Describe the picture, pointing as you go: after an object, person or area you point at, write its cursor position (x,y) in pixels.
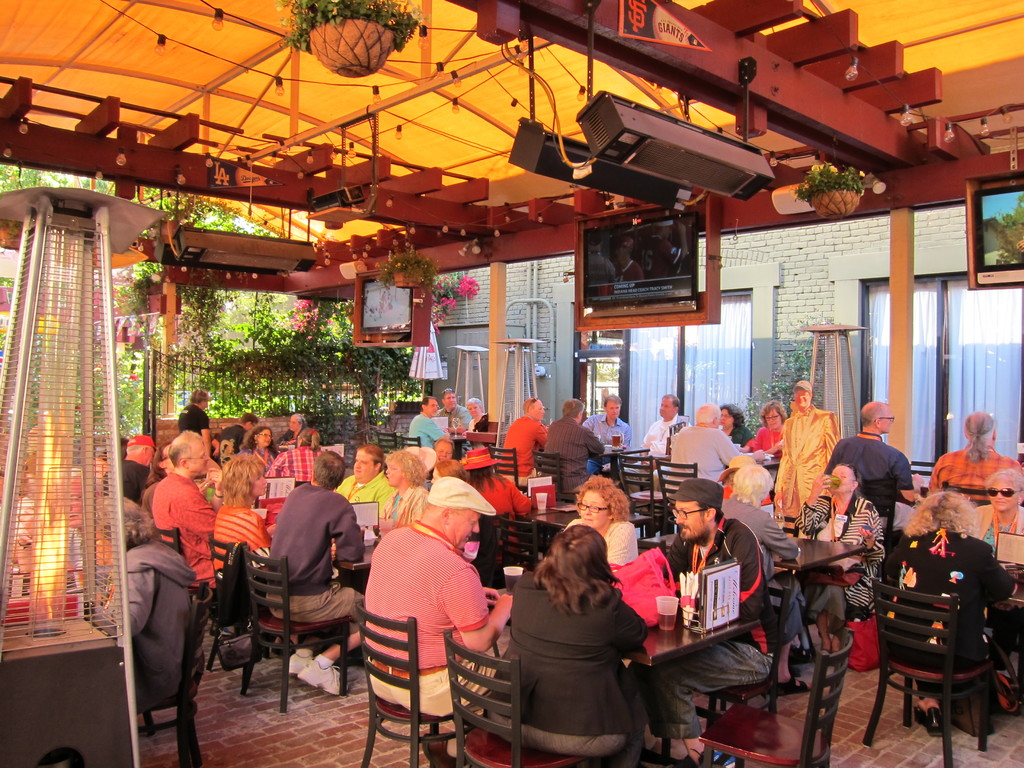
In this image I can see number of people (755,454) are sitting on chairs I can also see few tables (697,638) and on these tables (678,624) I can see menu cards (700,583) and here I can see a bag (647,557). In the background (191,383) I can see plants (252,370) and few screens (629,237).
